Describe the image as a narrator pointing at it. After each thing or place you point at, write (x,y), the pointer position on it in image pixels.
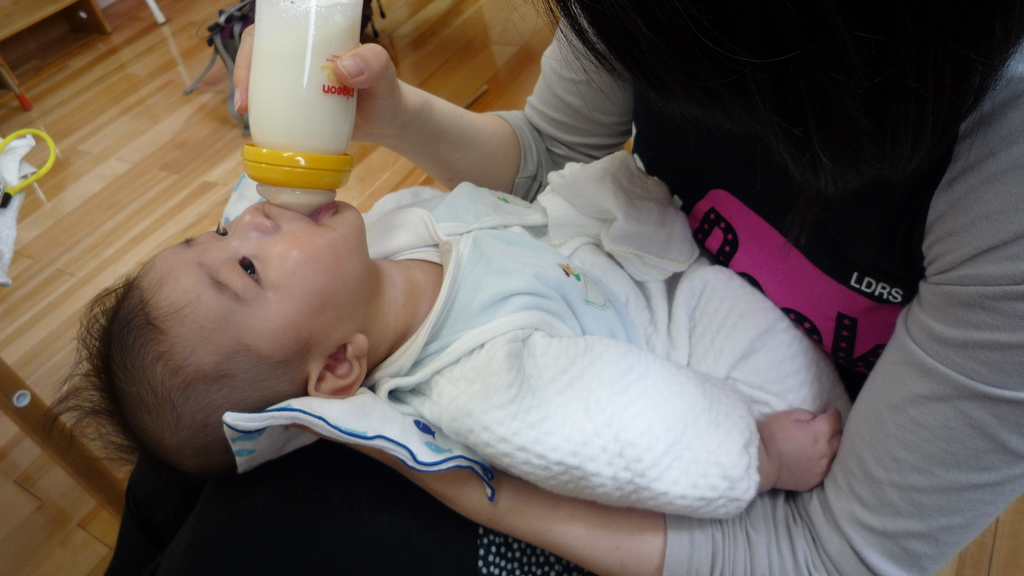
Here I can see a person (836,295) sitting, carrying a baby (420,373) in the hands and feeding. In the background (155,58), I can see few objects (19,101) on the floor (104,181).
